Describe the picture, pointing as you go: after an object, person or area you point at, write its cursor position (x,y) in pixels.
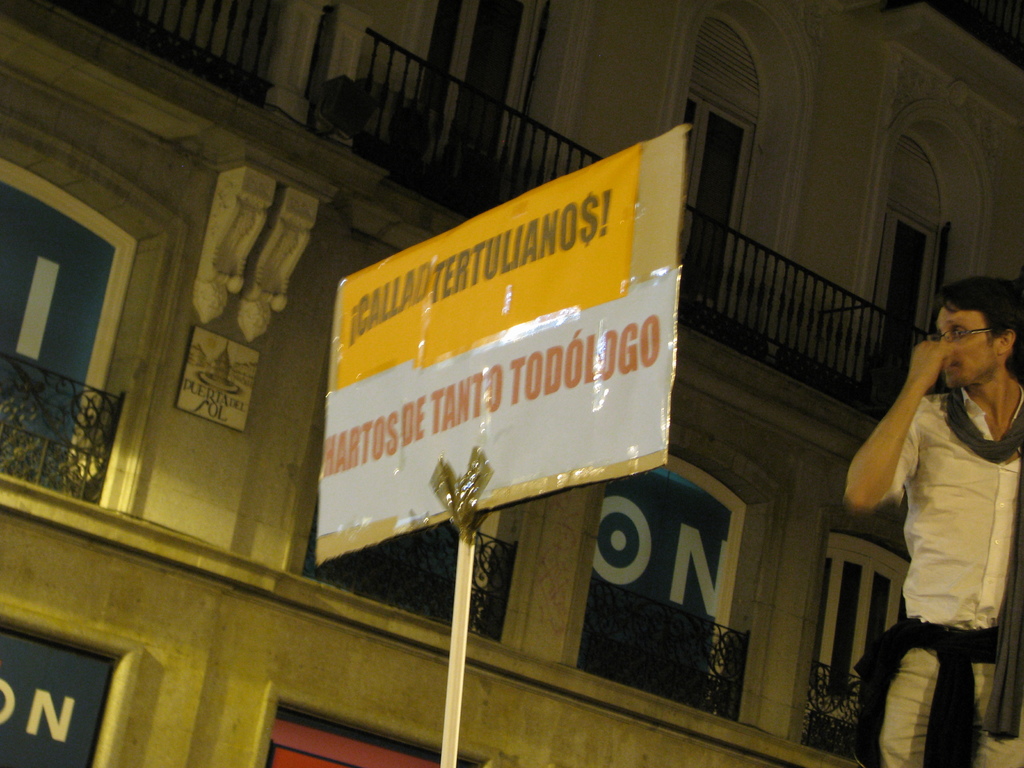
This image consists of a building (242,545) and a placard (470,390). To the right (979,612), there is a man (953,693) wearing a white dress (919,687). In the background (479,71), there are railing (590,621) and doors (496,33) along with windows (725,31) to the building (209,652).
